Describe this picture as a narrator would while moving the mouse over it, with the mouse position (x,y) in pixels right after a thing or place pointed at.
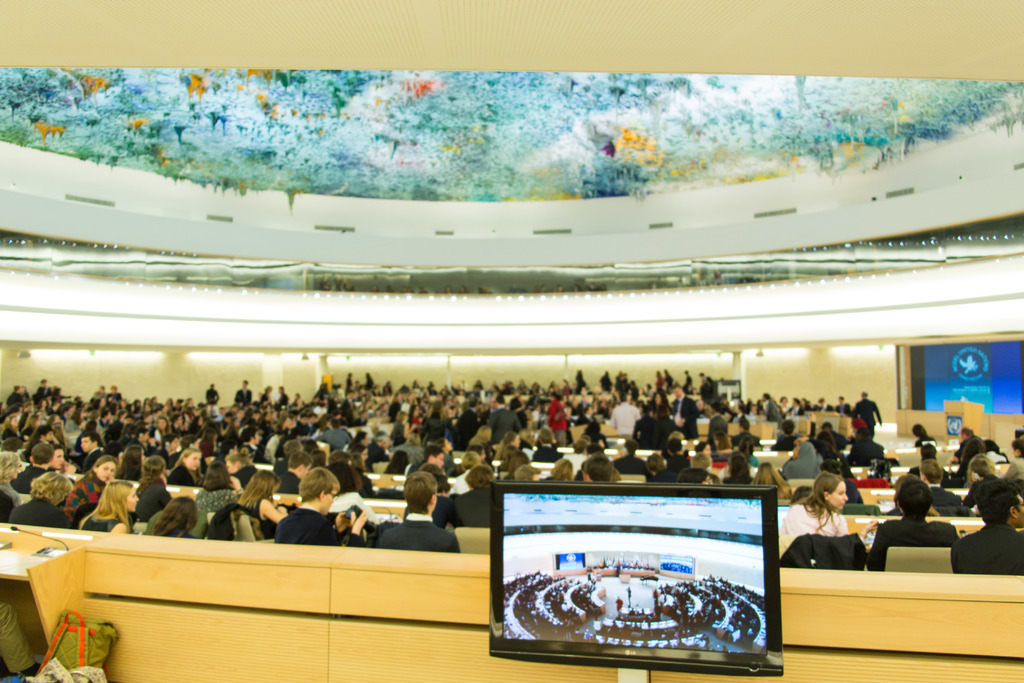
In this image it looks like it is a hall (396,493) in which there are so many people (405,426) sitting in the chairs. At the bottom (672,662) there is a desktop (577,581). At the top (575,170) there is ceiling (715,234) with the lights (735,299). On the right side (975,406) top there is a podium (981,410). Behind the podium (961,410) there is a screen (965,371). On the left side (84,629) bottom there is a bag (64,644).
